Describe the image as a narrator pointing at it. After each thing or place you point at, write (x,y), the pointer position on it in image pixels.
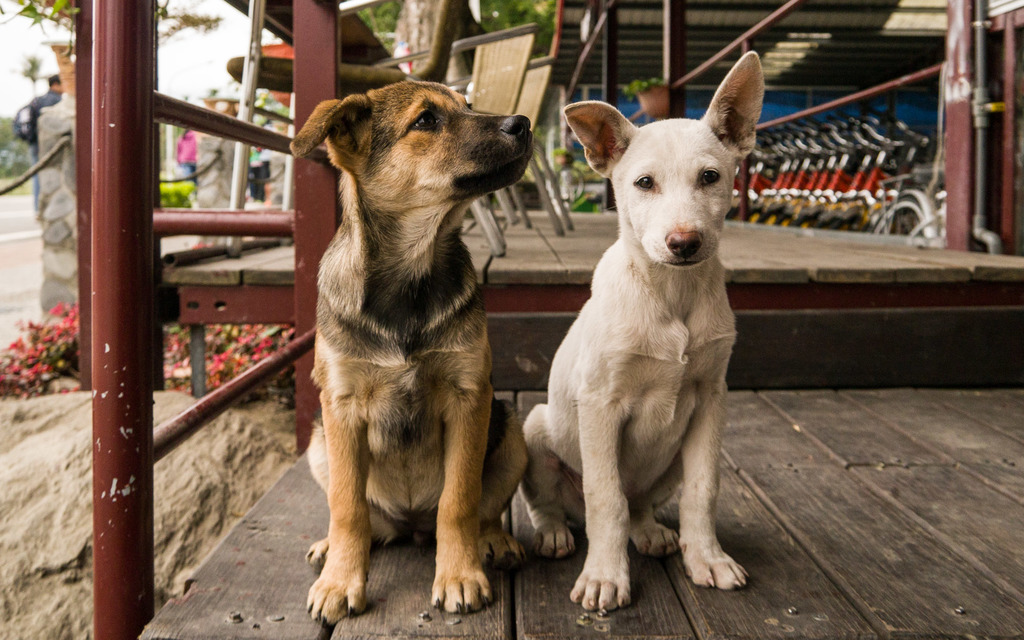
In this image there are two dogs (660,388) sitting on the wooden floor (571,567) one beside the other. On the right side (838,119) there are cycles (820,170) which are parked one beside the other. On the floor (553,243) there are two chairs (524,79) in the background (523,69). On the left side (118,157) there are iron rods (133,52). At the bottom (25,497) there is sand (25,478).
